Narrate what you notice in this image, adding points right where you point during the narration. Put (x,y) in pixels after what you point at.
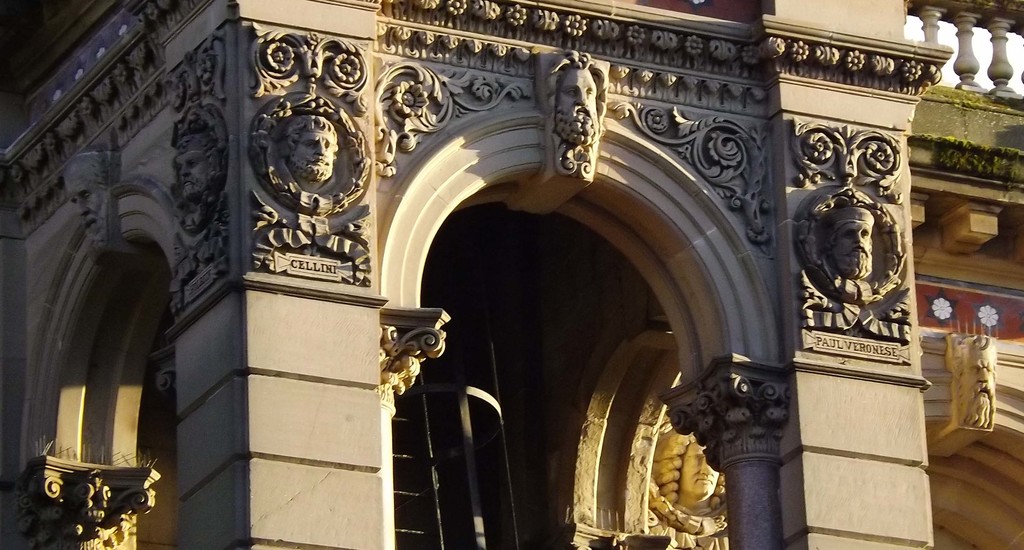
In this image, we can see some pillars (916,530) and we can see some sculpture (861,234) carved on a wall (235,221).
